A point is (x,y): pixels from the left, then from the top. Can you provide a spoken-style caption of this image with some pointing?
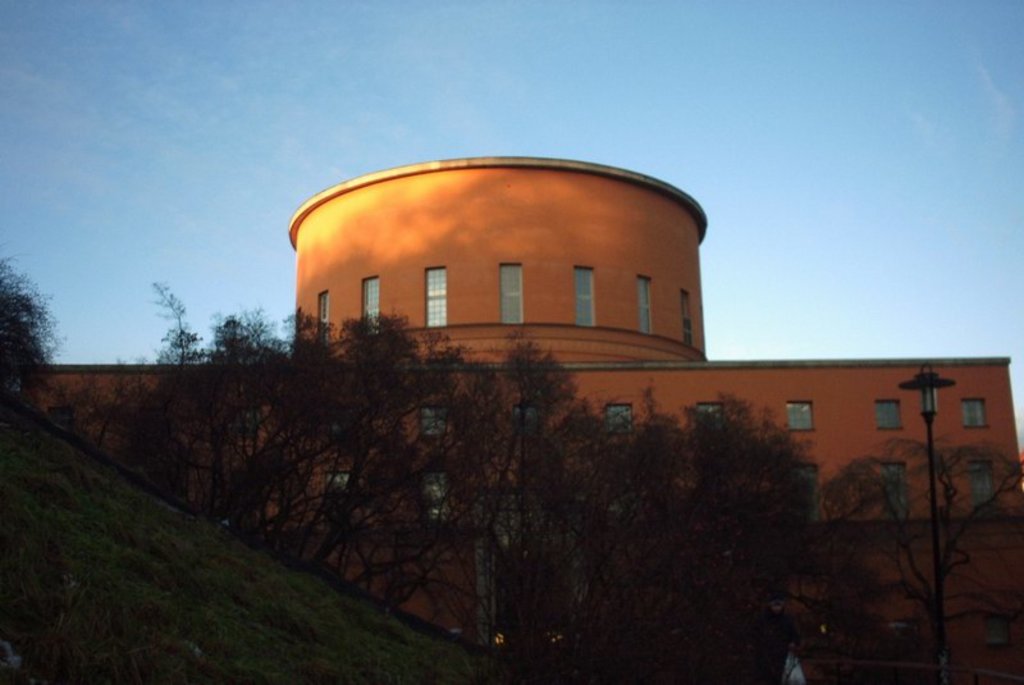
As we can see in the image there are trees (462,453), buildings (549,340), windows (520,287) and a sky (353,102).
